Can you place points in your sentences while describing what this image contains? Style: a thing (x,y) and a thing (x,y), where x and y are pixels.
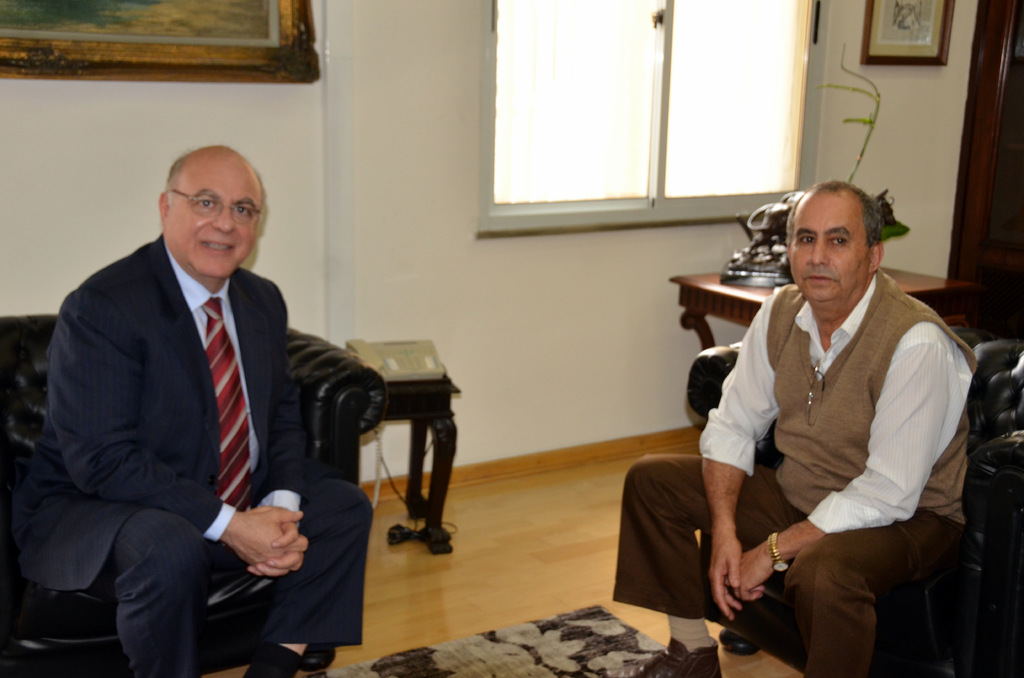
Here we can see two men (281,471) sitting on the chairs (339,439) and there are frames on the wall (893,151) and a sculpture (779,247) on a table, telephone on a stool (442,427), carpet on a floor (387,536), on the right there is a door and this is a window (638,70).
